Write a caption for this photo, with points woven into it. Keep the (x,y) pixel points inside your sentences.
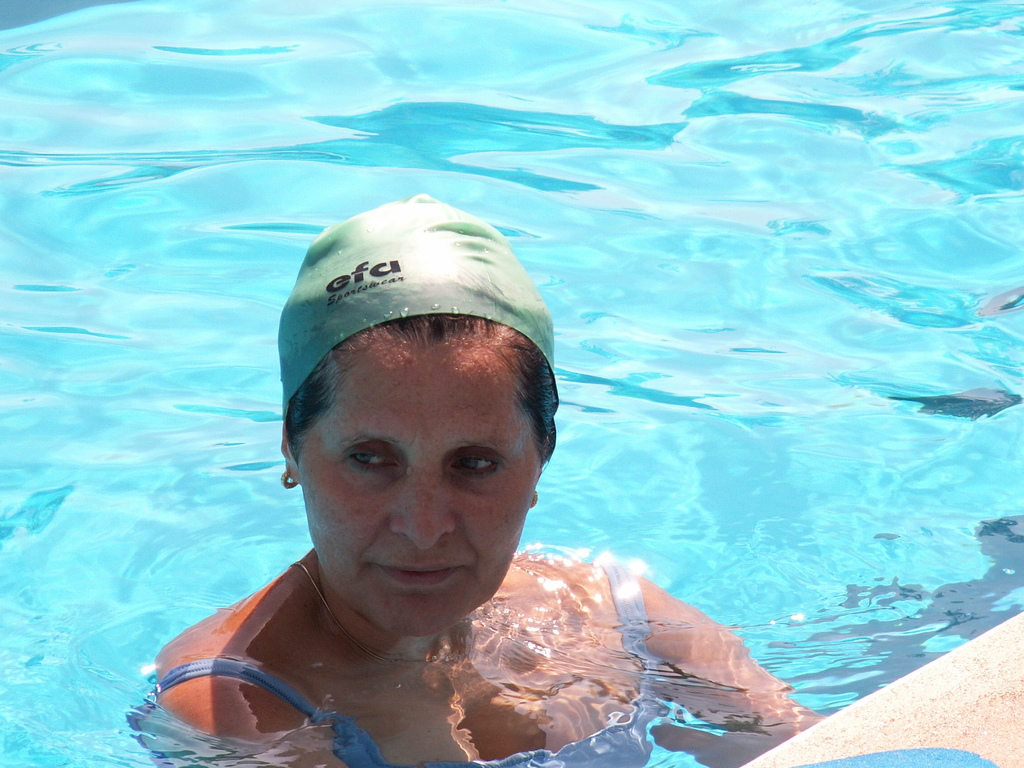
In the center of the image (350,409) we can see one woman (488,639) in the water (600,476) in a different costume (495,766). At the bottom right side of the image (947,712), there is a platform (901,739).
